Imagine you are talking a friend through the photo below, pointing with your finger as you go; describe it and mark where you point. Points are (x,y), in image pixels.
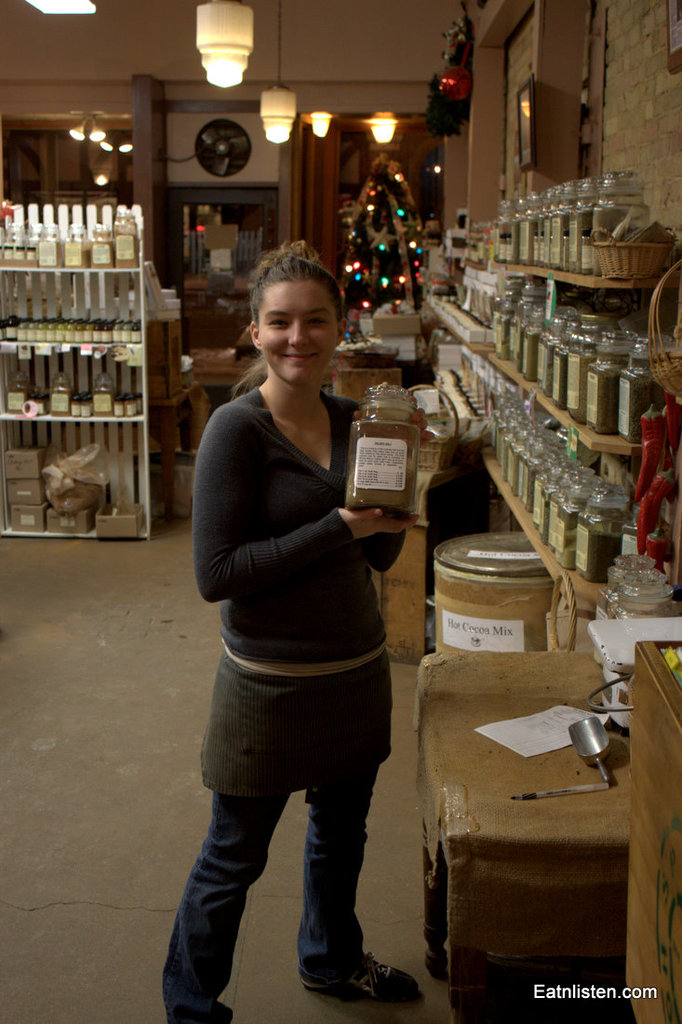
In this image, we can see jars (507,241) in racks (589,442). There is a person (247,527) in the middle of the image (246,542) standing and holding a jar (359,501) with her hands (394,520). There are boxes (634,736) in the bottom right of the image (640,874). There are lights (287,115) at the top of the image (224,28).
